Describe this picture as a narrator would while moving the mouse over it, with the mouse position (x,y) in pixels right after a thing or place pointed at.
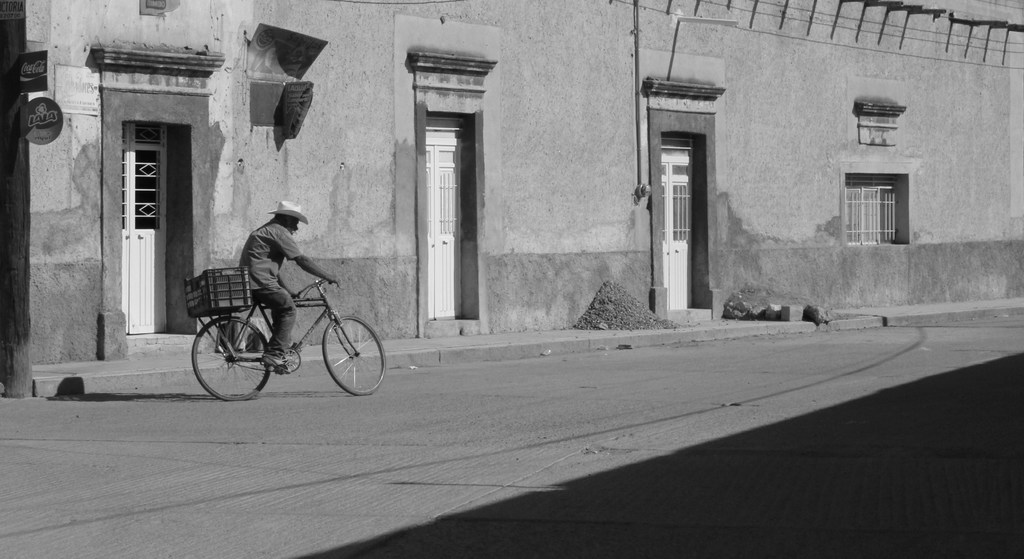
In this image we can see a man (280,326) riding the bicycle (233,352) on the road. We can see a building (395,93) in the background (483,157) with doors (145,167) and windows (868,178).
